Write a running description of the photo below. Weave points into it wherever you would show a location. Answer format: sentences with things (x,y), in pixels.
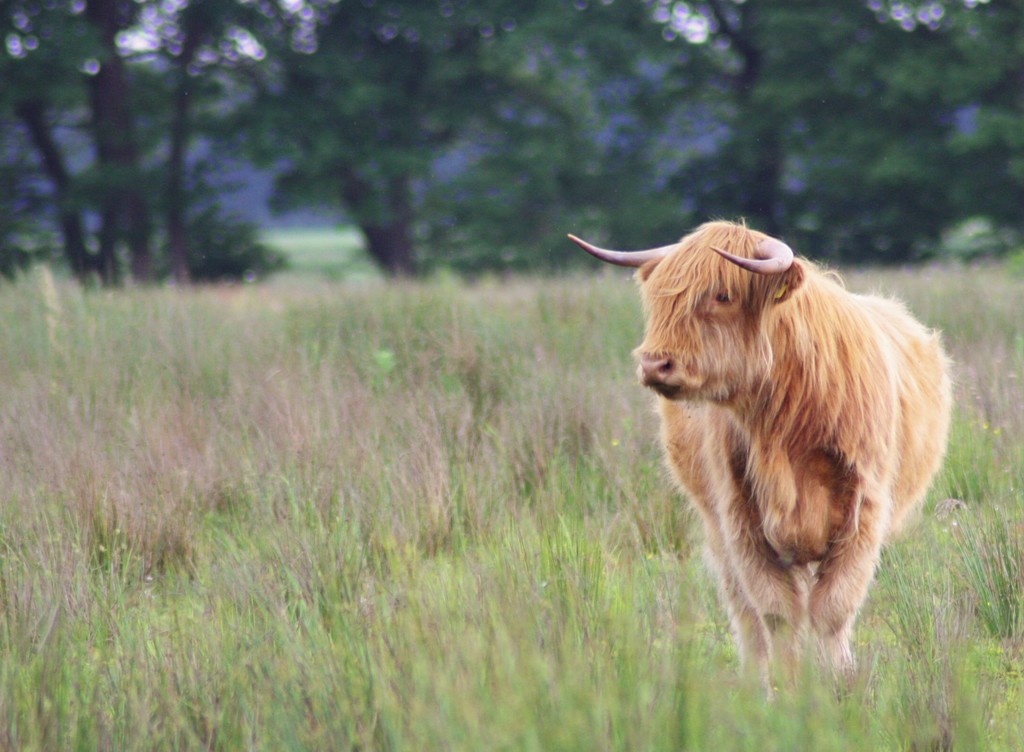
In this image an animal (676,269) is standing at the right side of image (876,530). Background (111,312) there are few trees (518,63) on the grassland (460,449).
